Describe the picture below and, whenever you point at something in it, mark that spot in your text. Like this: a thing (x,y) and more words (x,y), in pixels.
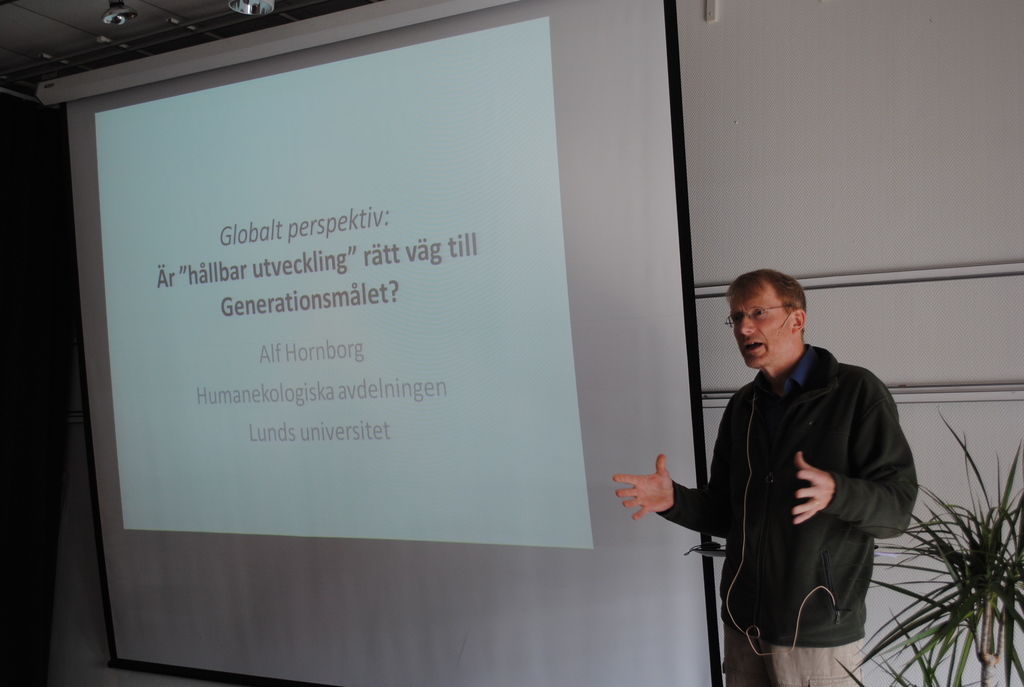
In this image, we can see a person (740,332) wearing glasses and a microphone (800,619) and there is a houseplant (959,582). In the background (234,189), there is some text (254,307) on the screen (246,418). At the top (115,21), there are lights (134,17).
